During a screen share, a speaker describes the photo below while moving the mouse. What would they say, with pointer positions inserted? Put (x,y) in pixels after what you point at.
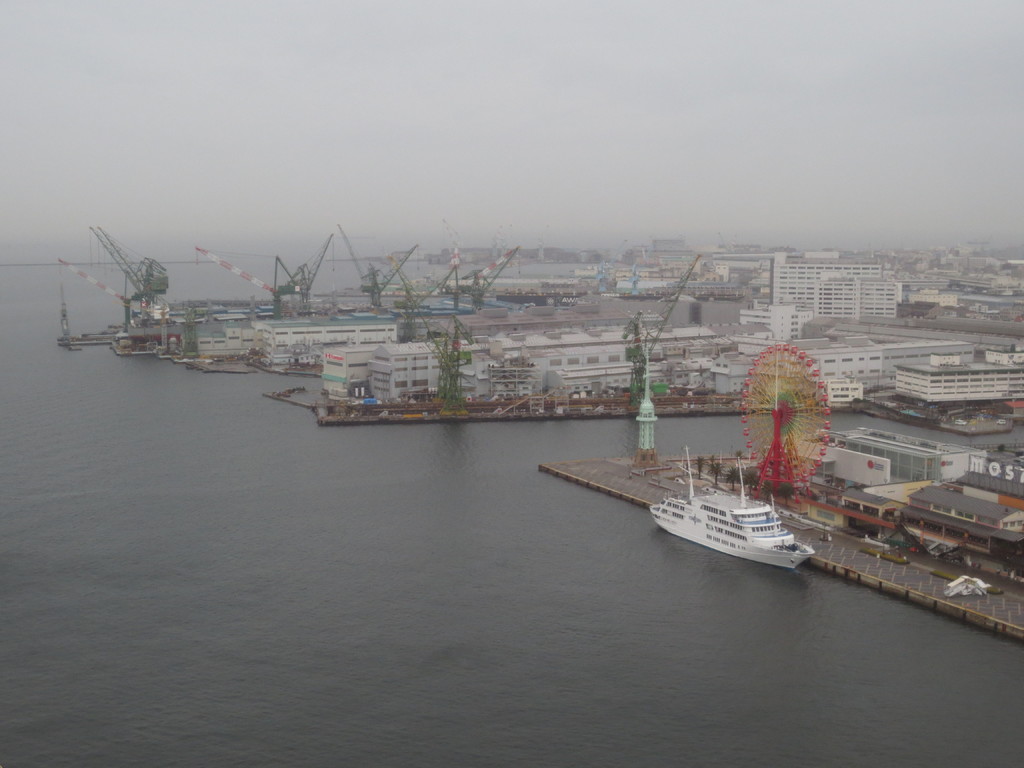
In this image there is a sea (442,431) in the middle (590,455). Beside the sea (326,612) there are buildings (543,328) and cranes (636,376) in between them. On the right side (781,439) there is a Giant wheel (775,413) on the ground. Beside the giant wheel (766,464) there is a ship (714,531) in the water (657,542). At the top (428,44) there is the sky (509,78). In the background (871,258) there are so many buildings (843,268).
